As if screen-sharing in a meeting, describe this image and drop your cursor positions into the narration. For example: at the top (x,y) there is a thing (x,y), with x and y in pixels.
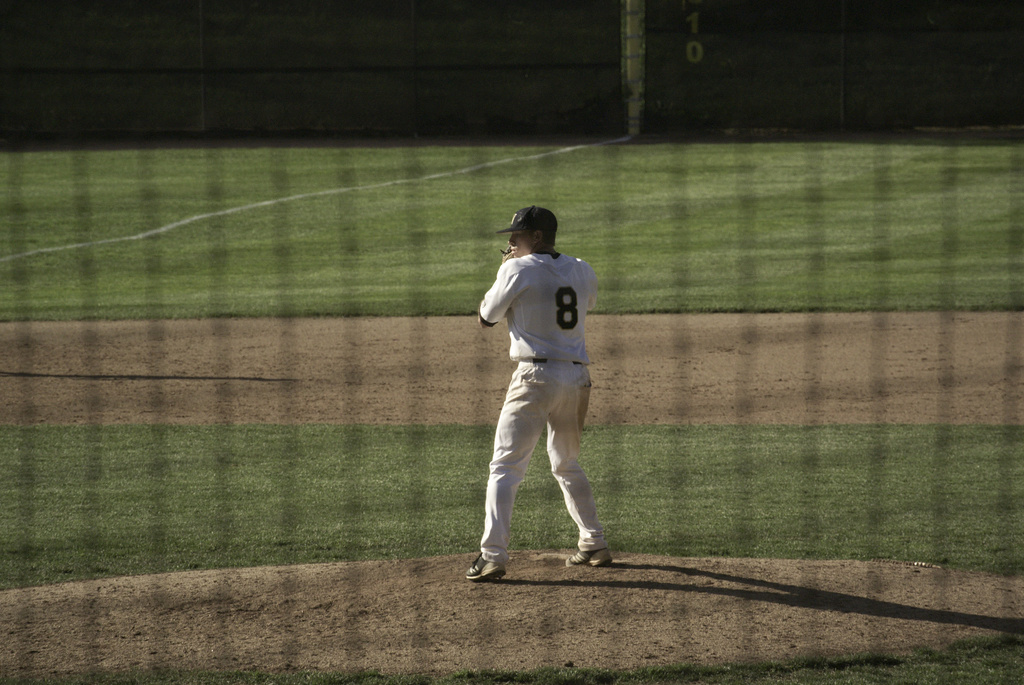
In the middle of the image (593,275) a person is standing. Behind him there is grass (7,231).
